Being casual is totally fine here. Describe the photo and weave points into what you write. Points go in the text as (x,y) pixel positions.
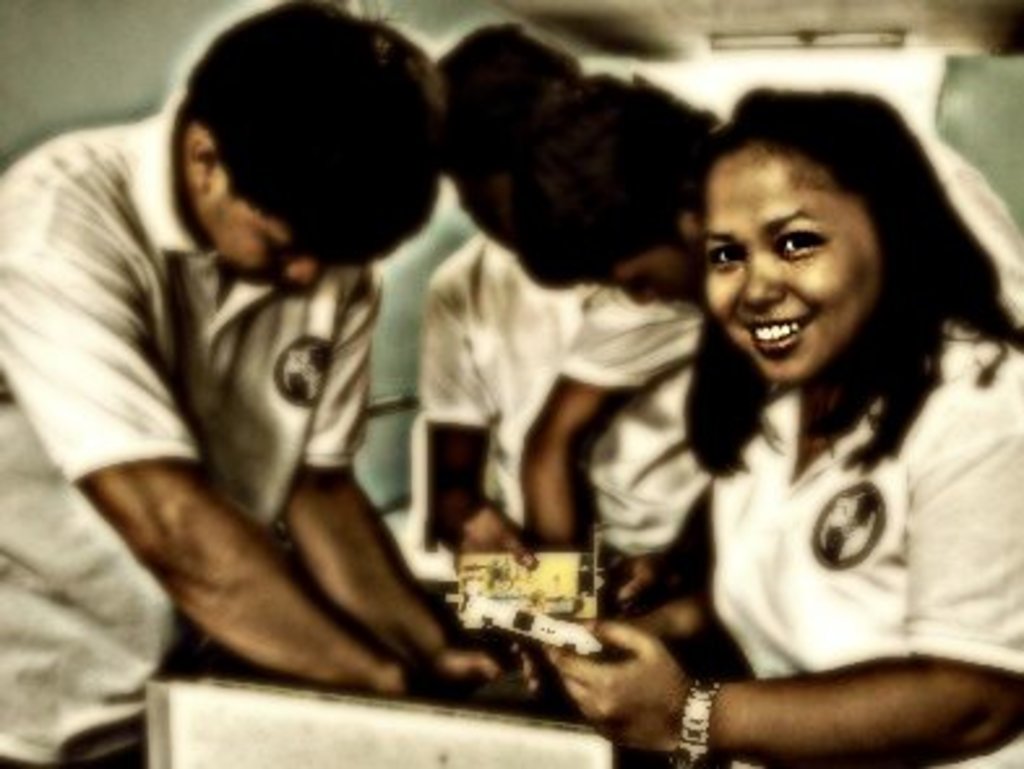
In this image I can see the group of people (540,419) with white color dresses (310,457). I can see the box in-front of these people (380,658) and few people (472,655) are holding something.
